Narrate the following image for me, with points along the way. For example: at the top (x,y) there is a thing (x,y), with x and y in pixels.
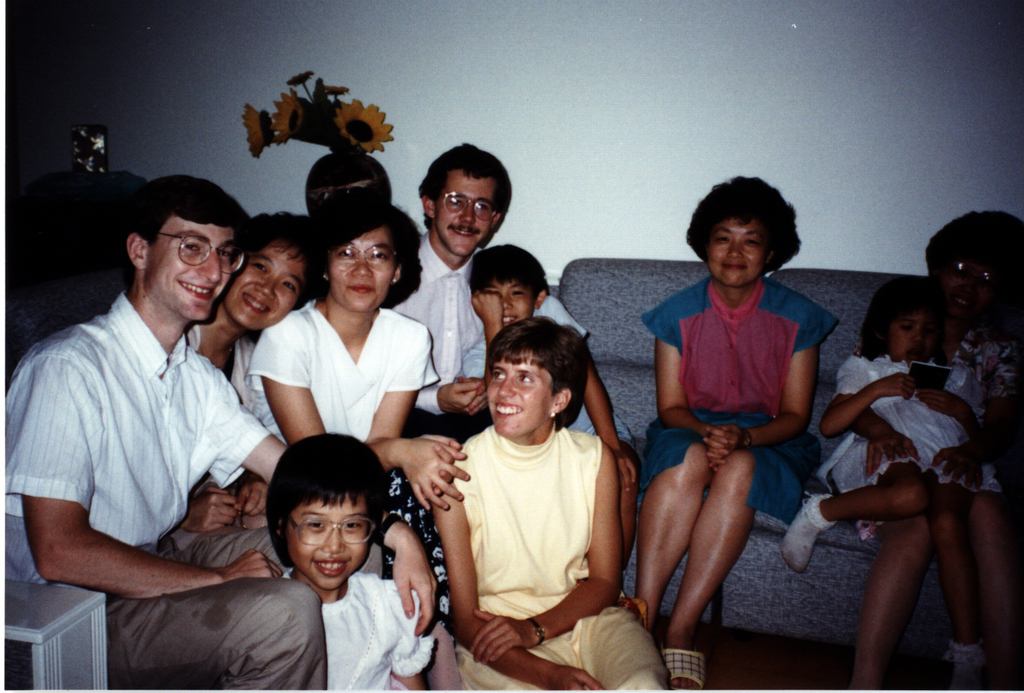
In this picture I can see few people (305,424) are sitting, behind there is a flowerpot (326,131) placed in front of the wall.
